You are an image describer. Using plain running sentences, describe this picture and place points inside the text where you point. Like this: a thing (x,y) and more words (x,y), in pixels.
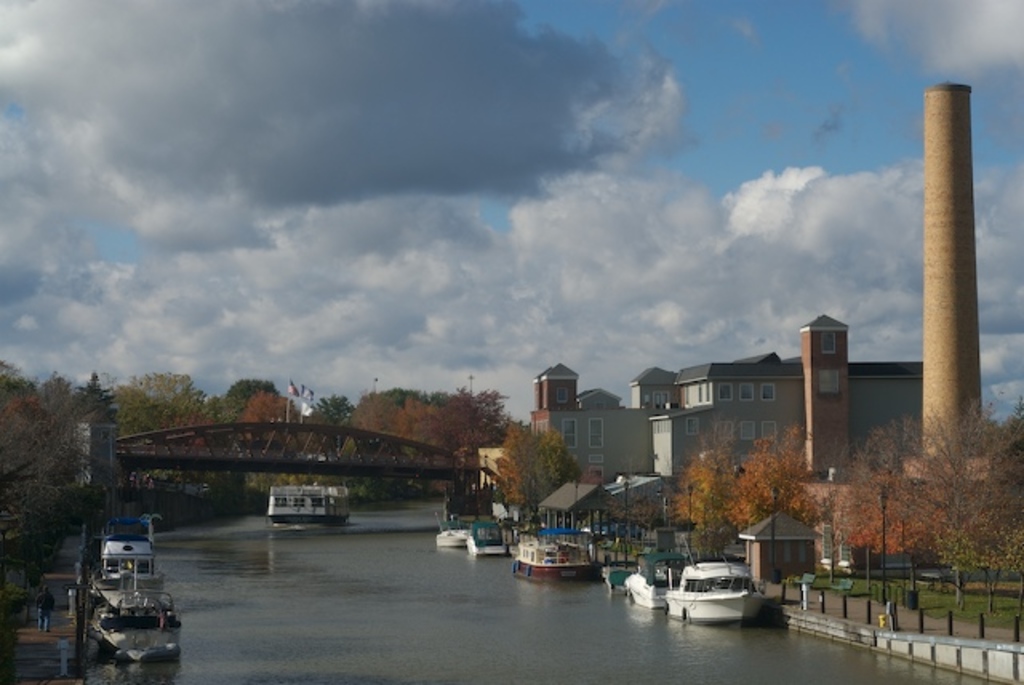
In the foreground (533,584), I can see fleets of boats (688,570) in the water (506,609) and I can see a fence (951,627), grass (948,607), light poles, trees (834,537) and a person (46,603) on the path (69,571). In the background (859,427), I can see buildings (824,477), bridge (362,462), flagpoles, pillar (938,394) and the sky (523,282). This picture might be taken in a day.
